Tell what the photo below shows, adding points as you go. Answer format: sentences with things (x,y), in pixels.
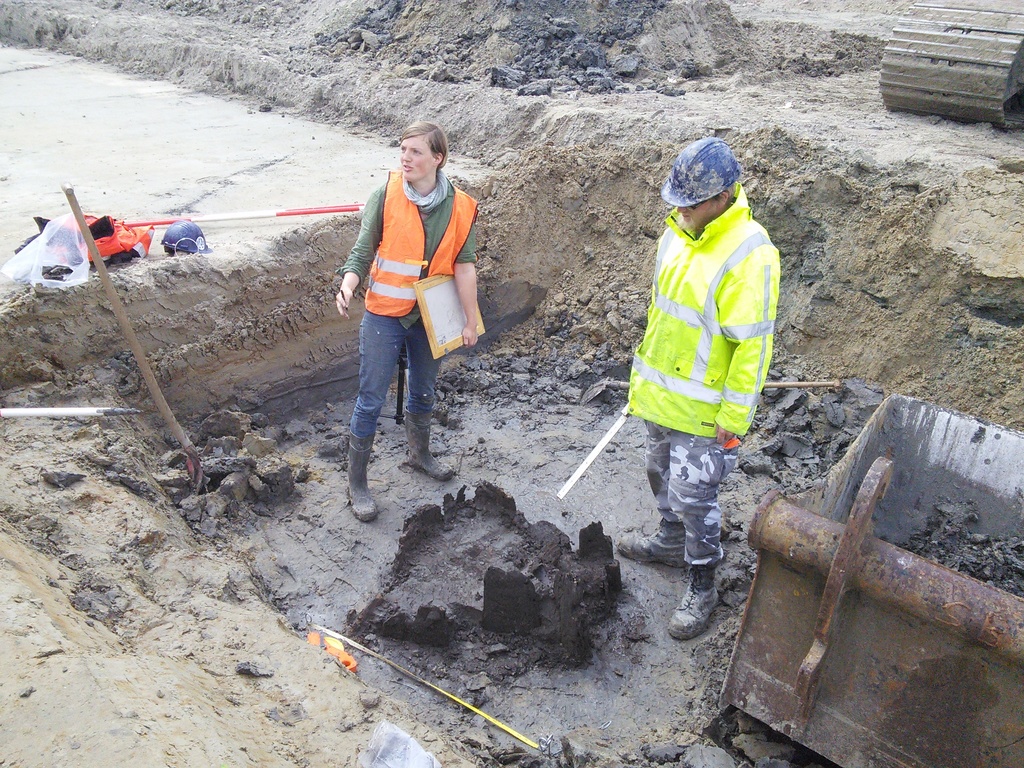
There is a lady (354,257) wearing a jacket (402,247) and boots (367,440) is holding something in the hand (469,338). Also there is a person (696,335) wearing jacket (681,309) and helmet (702,198) is standing. Near to him there is a box (861,594). There are stones (535,386) on the ground (475,401). Near to the lady (363,240) there is a helmet (201,239) and some other things (104,251).
